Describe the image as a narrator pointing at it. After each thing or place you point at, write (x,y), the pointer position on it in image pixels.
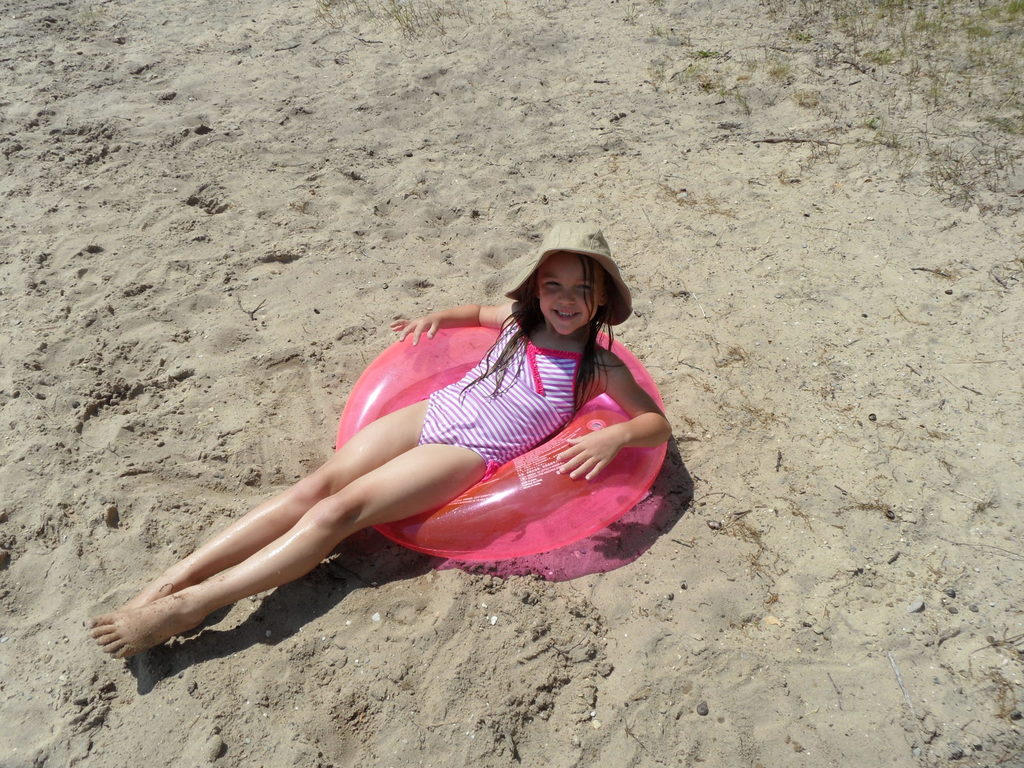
In this image in the center (481,459) there is a girl (455,440) lying and smiling and there is sand (604,692) on the ground (613,646) and the girl (453,431) is laying on the balloon (516,469) which is on the ground (555,558).
